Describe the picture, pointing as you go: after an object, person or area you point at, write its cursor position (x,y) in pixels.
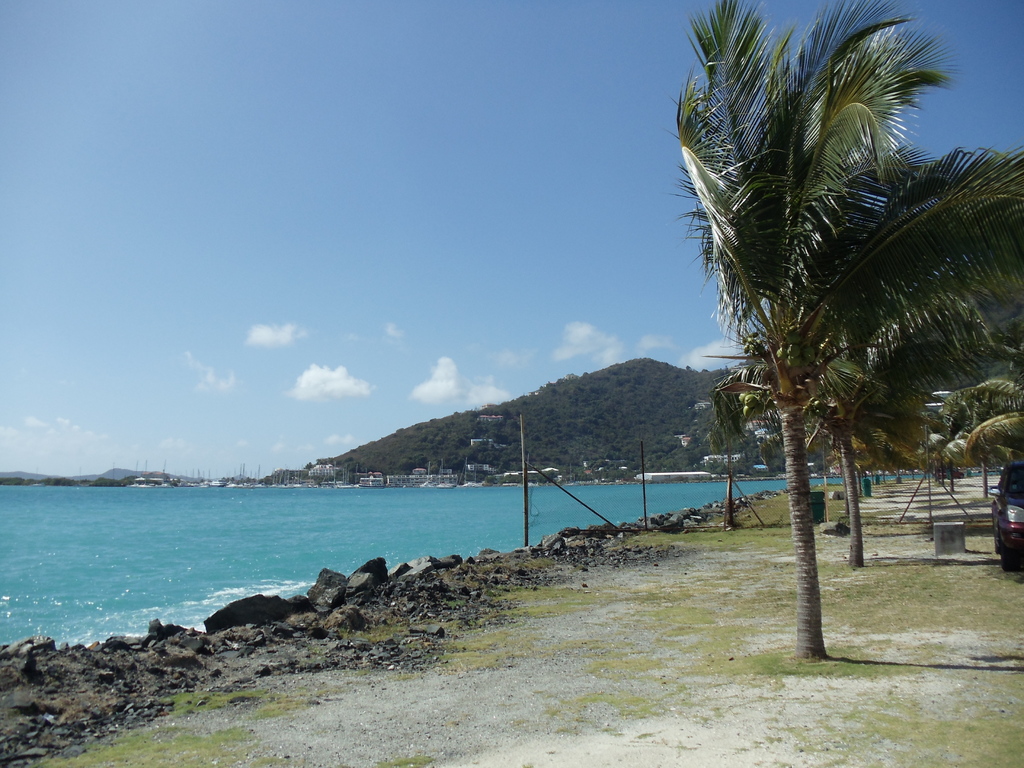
In the center of the image (515,492) we can see a group of poles (587,505), water (252,542), rocks (311,601) and a group of buildings (294,474). On the right side of the image (936,433) we can see some trees (910,459), a vehicle (1008,539) parked on the ground (978,634). In the background (636,403), we can see a hill (617,401) and the cloudy sky (392,325).
